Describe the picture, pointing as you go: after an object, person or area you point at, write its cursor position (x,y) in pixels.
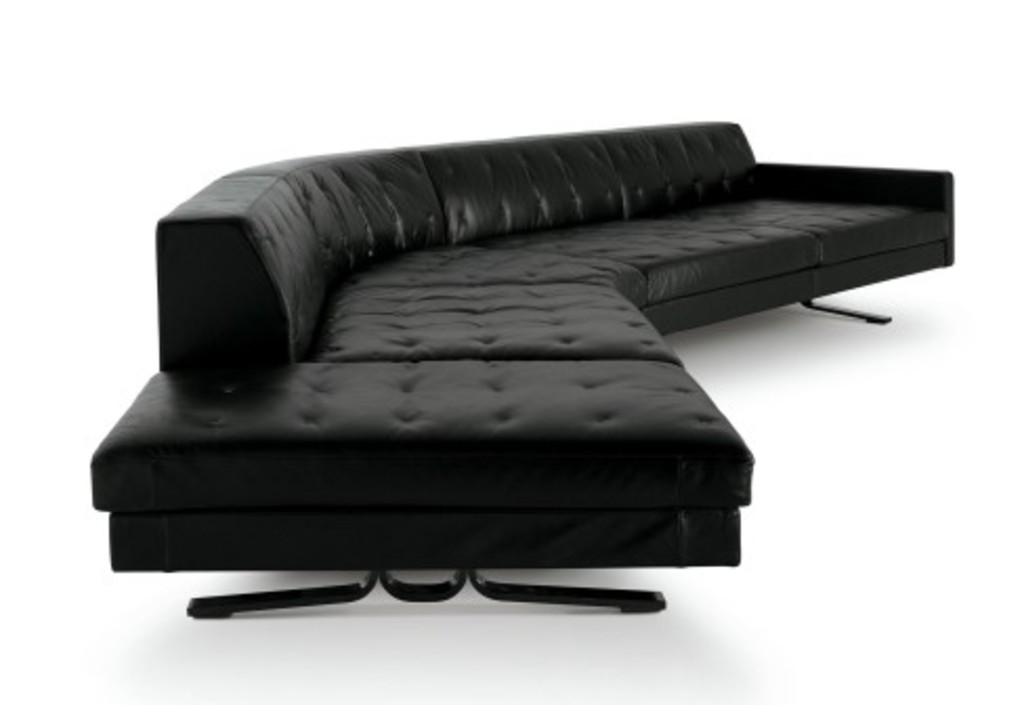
this picture shows a black colour sofa bed (282,451) and we see a metal stand (548,602).
